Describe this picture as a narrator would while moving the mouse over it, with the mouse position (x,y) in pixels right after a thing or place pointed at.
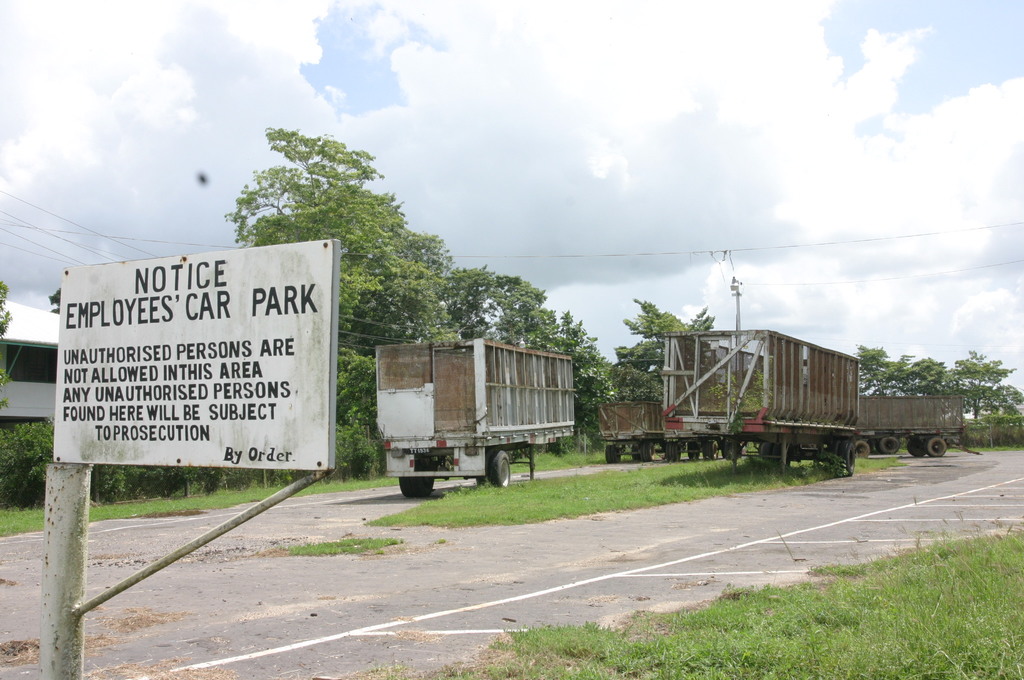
In this image we can see some trailers (675,372). At the bottom of the image (620,626) there is a grass (878,629) and a road (562,605). On the left side of the image (61,595) there is a name board (152,441) and other objects (22,404). In the background of the image (533,326) there are some trees (1005,417), pole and cables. At the top of the image (545,67) there is the sky (715,29).
